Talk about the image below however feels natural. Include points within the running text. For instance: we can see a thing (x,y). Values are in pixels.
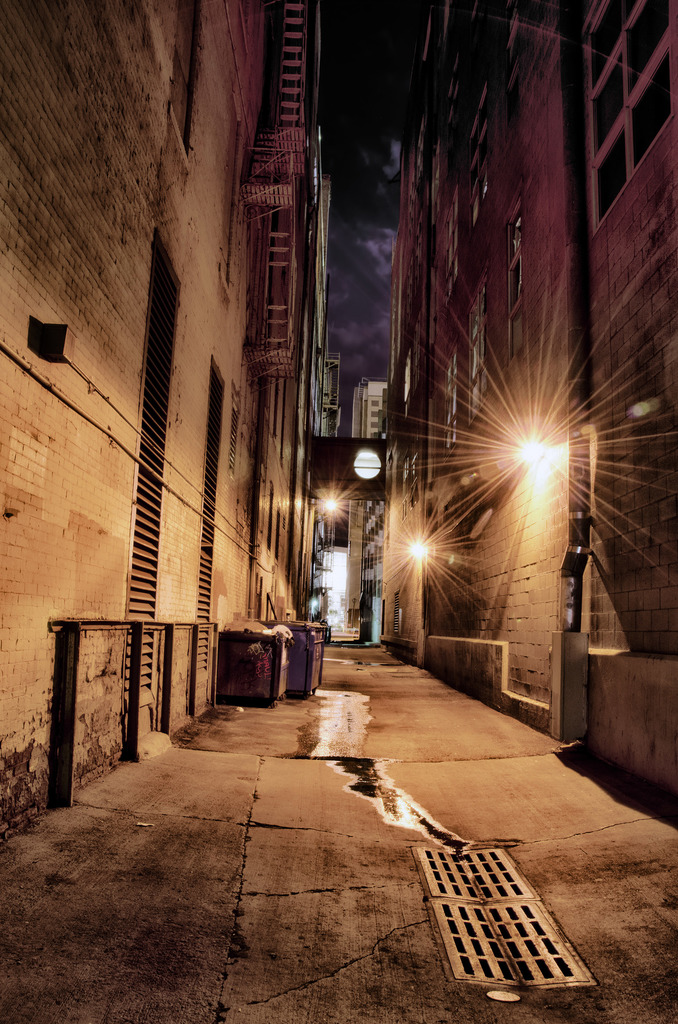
In this image we can see there are buildings (377,482) and lights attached to the wall (561,472). At the bottom (310,690) there are boxes (273,676) on the ground (300,711). And the sky (353,268) in the background (360,202).
